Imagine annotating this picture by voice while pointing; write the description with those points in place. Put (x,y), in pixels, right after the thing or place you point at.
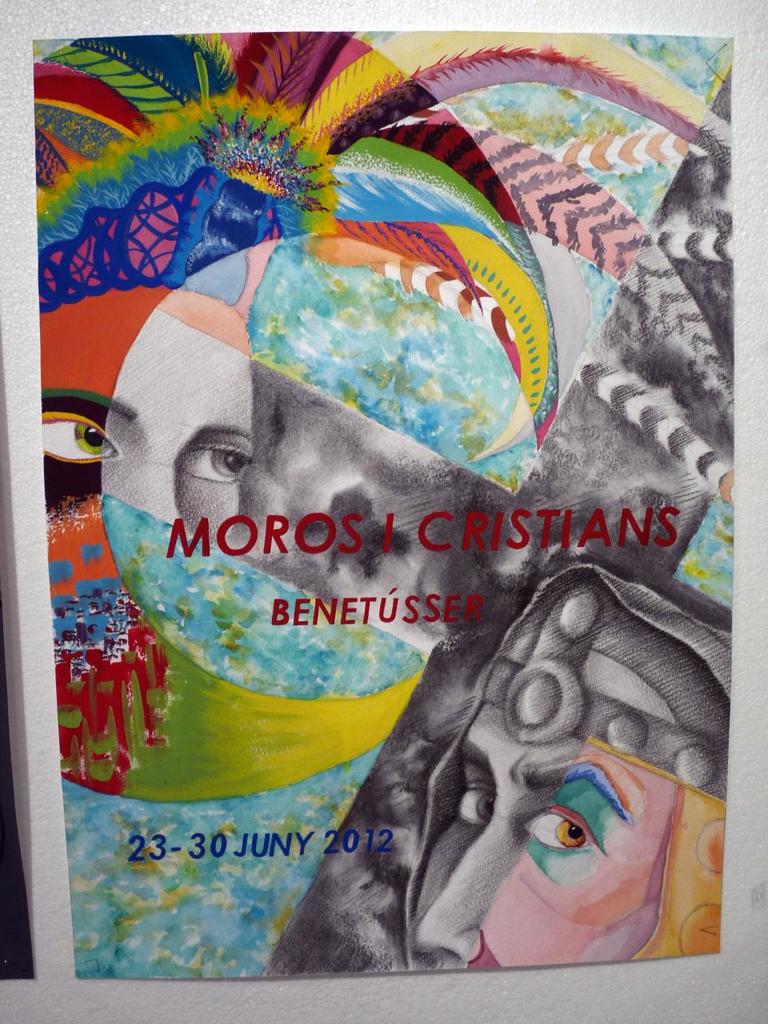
Here we can see a poster (253,938). Something written on this poster (484,575). On this poster (292,253) we can see people (652,895).
